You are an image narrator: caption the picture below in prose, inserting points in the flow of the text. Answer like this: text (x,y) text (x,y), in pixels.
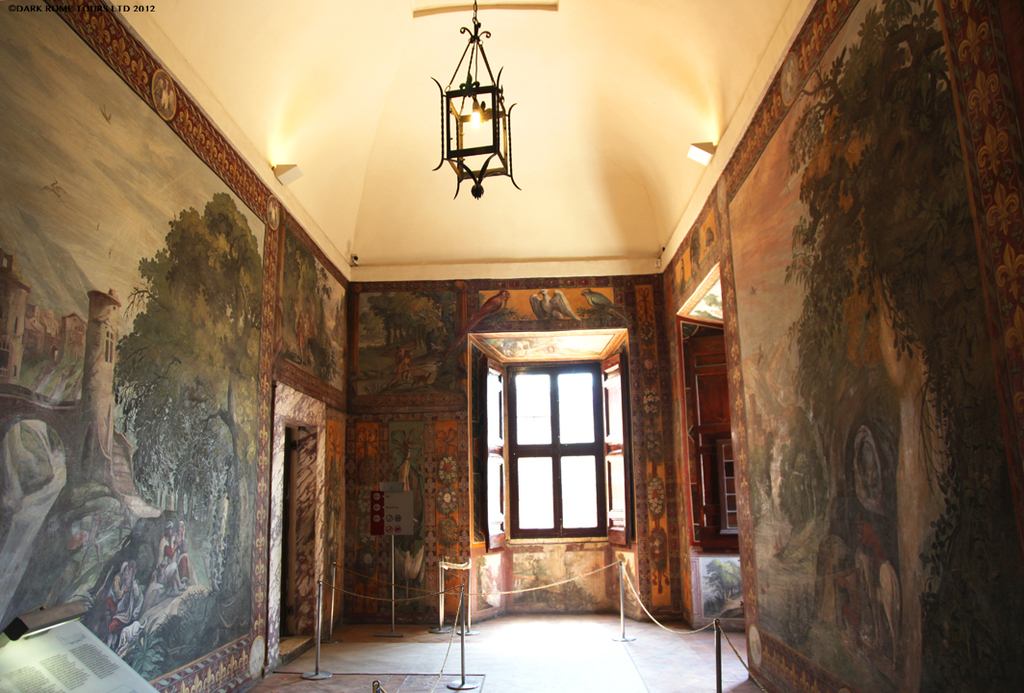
In this image, i can see the inside view of a building (436,570). There are rope barriers (331,615), a board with a pole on the floor (614,691) and there is a window (527,509). I can see the paintings (248,345) on the wall (756,385). In the bottom left corner of the image (82,690), there is light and a paper (75,676) with text (75,676). At the top of the image (473,114), I can see a lamp (473,127) hanging to the ceiling (505,17). In the top left corner of the image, there is a watermark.
